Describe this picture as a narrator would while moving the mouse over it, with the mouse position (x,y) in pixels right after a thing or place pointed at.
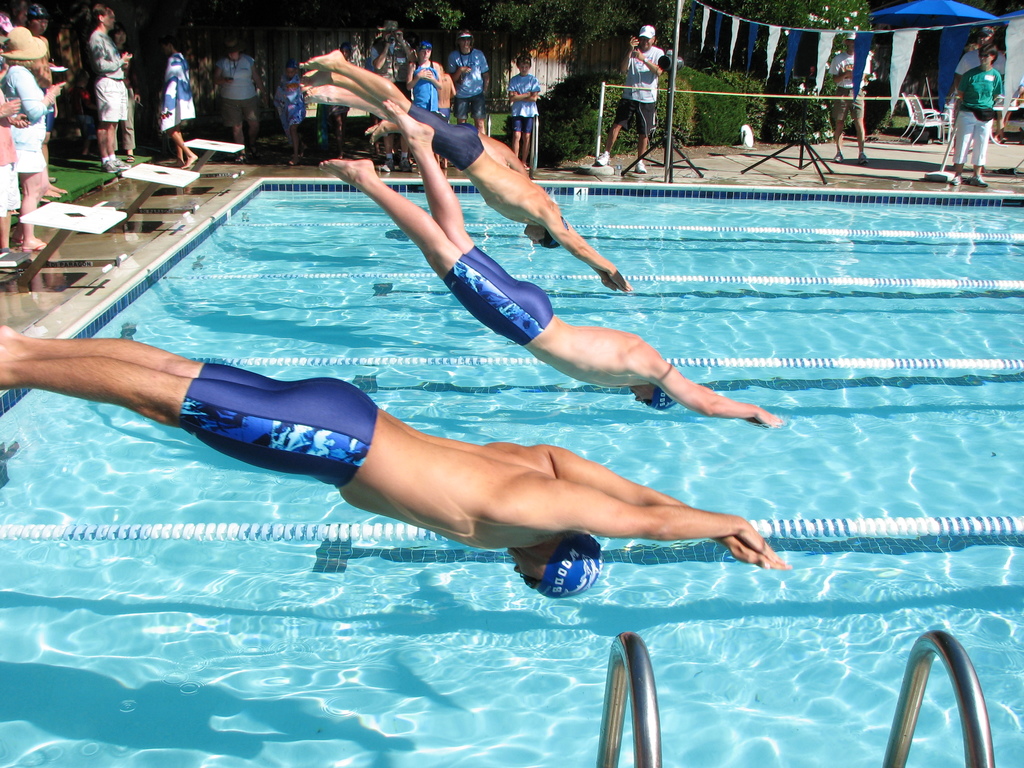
In this image we can see four persons (499,278) are diving into a swimming pool (520,418). There are trees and persons (166,128) standing in the background (437,93). There are white color chairs (926,120) and an umbrella (935,21) in the top right corner of this image (929,134).
